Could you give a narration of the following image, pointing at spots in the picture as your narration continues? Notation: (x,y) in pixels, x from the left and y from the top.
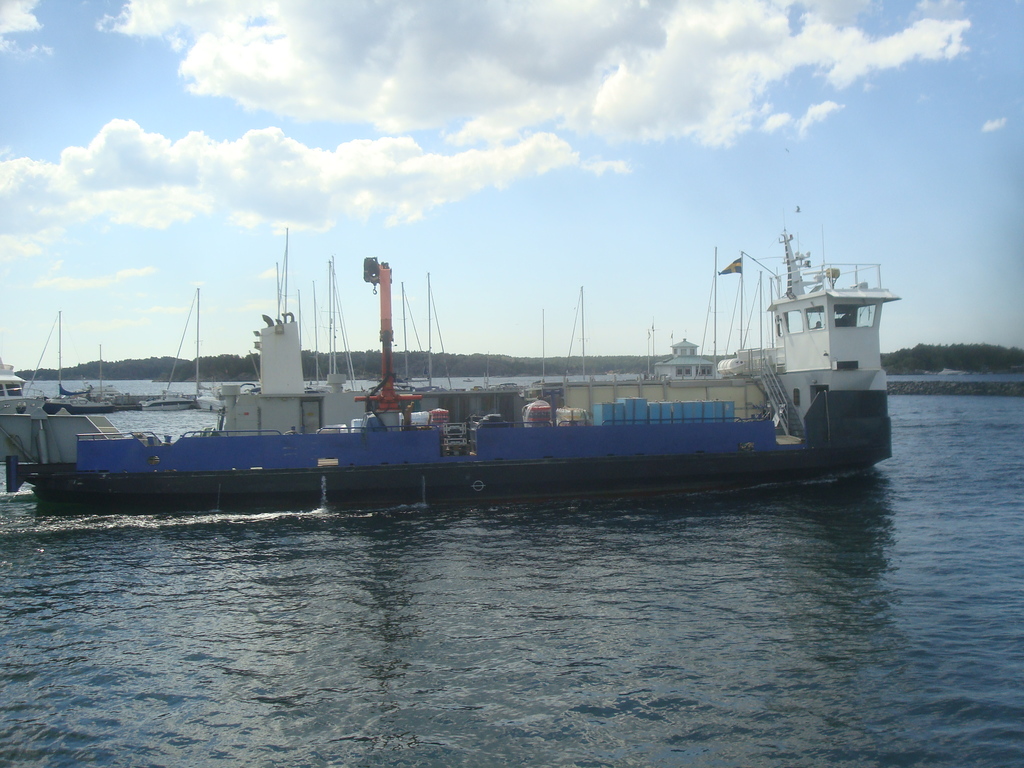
As we can see in the image there is water (424,578) and boats (96,415). In the background (474,364) there are trees (933,359). At the top (566,134) there is sky (130,77) and clouds (370,89).
